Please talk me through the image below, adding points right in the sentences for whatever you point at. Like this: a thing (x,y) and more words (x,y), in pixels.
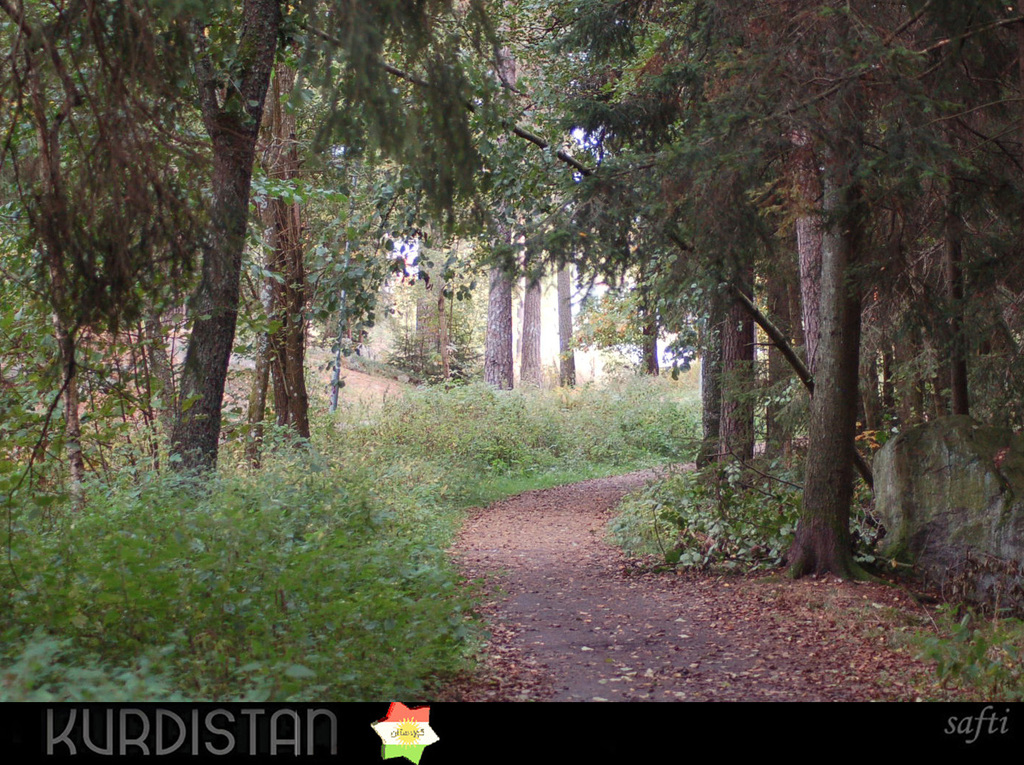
In this image we can see road (592,639), shredded leaves (742,600), plants (395,498), trees (597,312) and sky (582,289).
